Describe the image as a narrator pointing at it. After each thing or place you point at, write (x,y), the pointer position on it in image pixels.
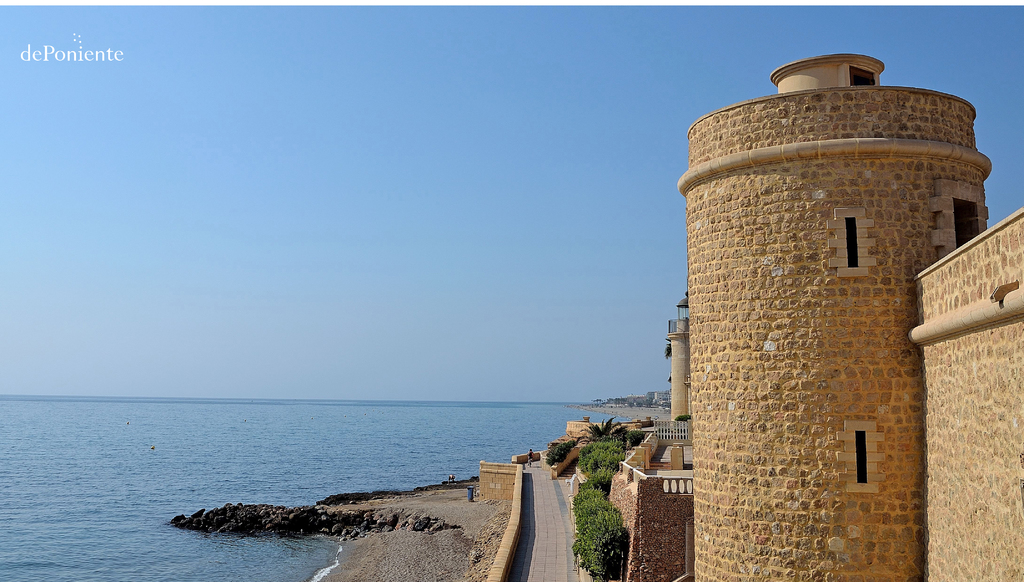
This picture shows buildings (691,356) and we see trees (577,496) and a sidewalk (535,470). We see water (110,516) and a blue sky (203,254) and we see a watermark (71,36) on the top left corner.
